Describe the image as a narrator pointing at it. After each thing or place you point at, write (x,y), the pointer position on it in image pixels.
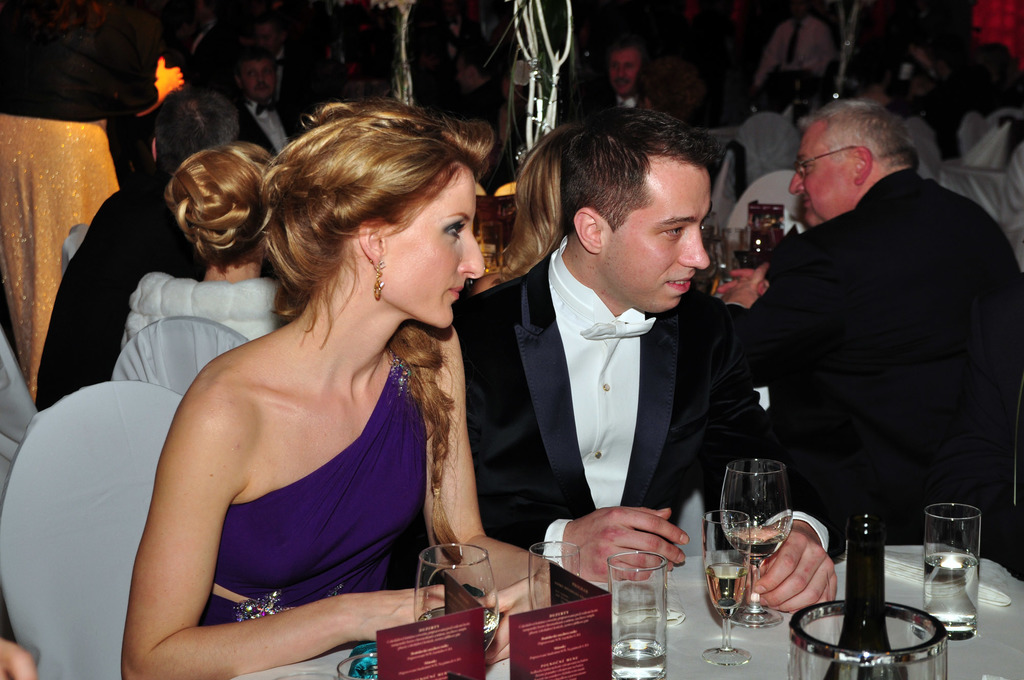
In this image there are group of people (287,520) sitting on the chair (75,590). On the table (704,603) there is a glass (649,597), bottle (877,569) and a card (556,630).
